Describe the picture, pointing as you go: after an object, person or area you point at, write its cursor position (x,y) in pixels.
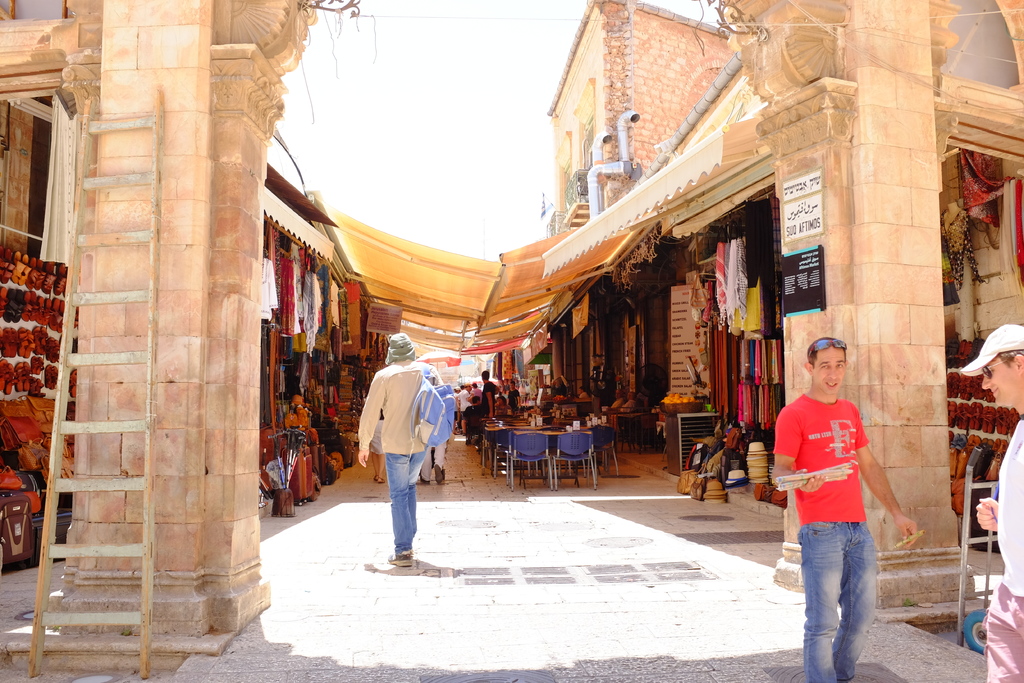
In this image we can see stores (312,463), clothes (735,274) hanged to the ropes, tables (526,426), cutlery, crockery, chairs (558,449) and persons (821,411) standing on the floor (478,575). In the background (595,78) we can see pipelines (626,146) to the building (647,69), sky (497,54) and a ladder (148,428).
